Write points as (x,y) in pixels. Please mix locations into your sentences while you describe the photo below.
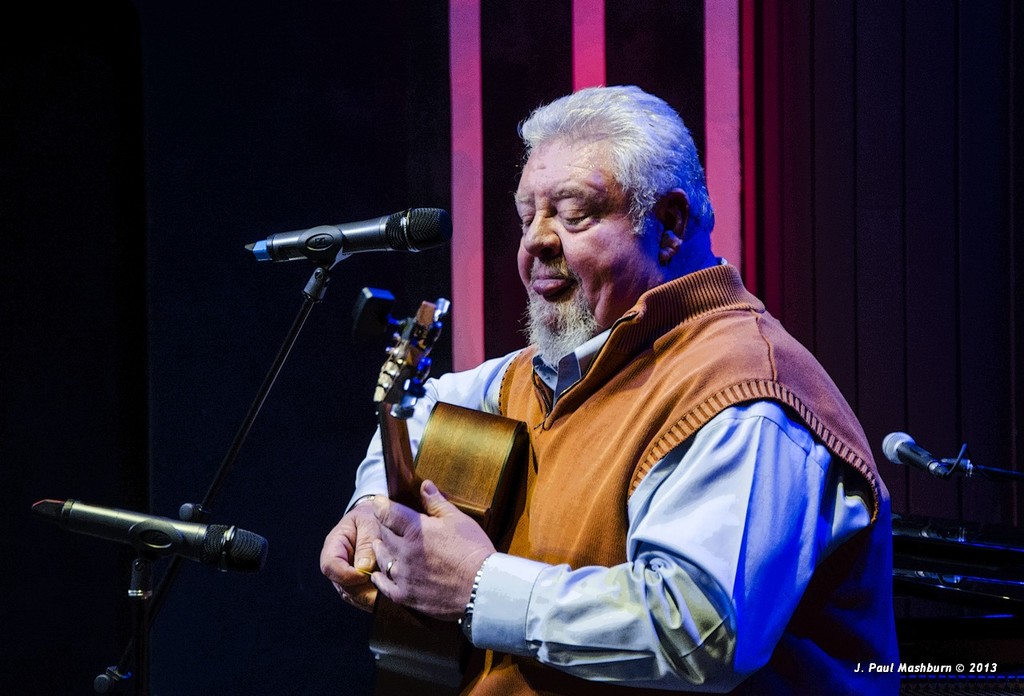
In the center of the image (587,241) there is a man (666,294) standing at the mic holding a guitar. In the background (940,106) there is a wall (440,82).
